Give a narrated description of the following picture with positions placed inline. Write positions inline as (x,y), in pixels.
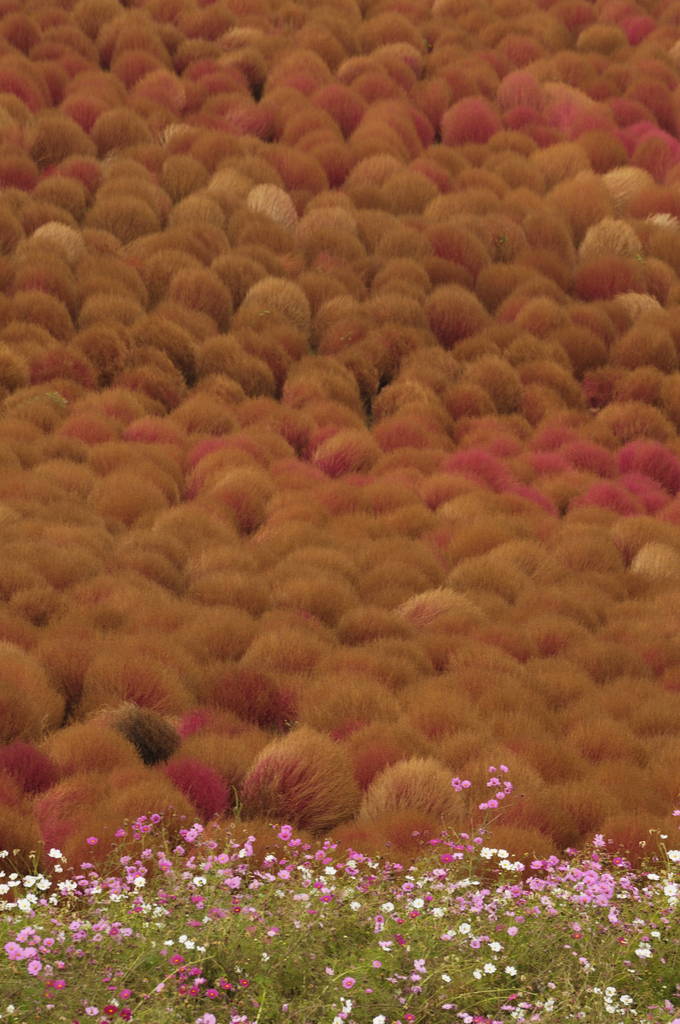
As we can see in the image there are plants (336,752) and different colors of flowers (74,928).
